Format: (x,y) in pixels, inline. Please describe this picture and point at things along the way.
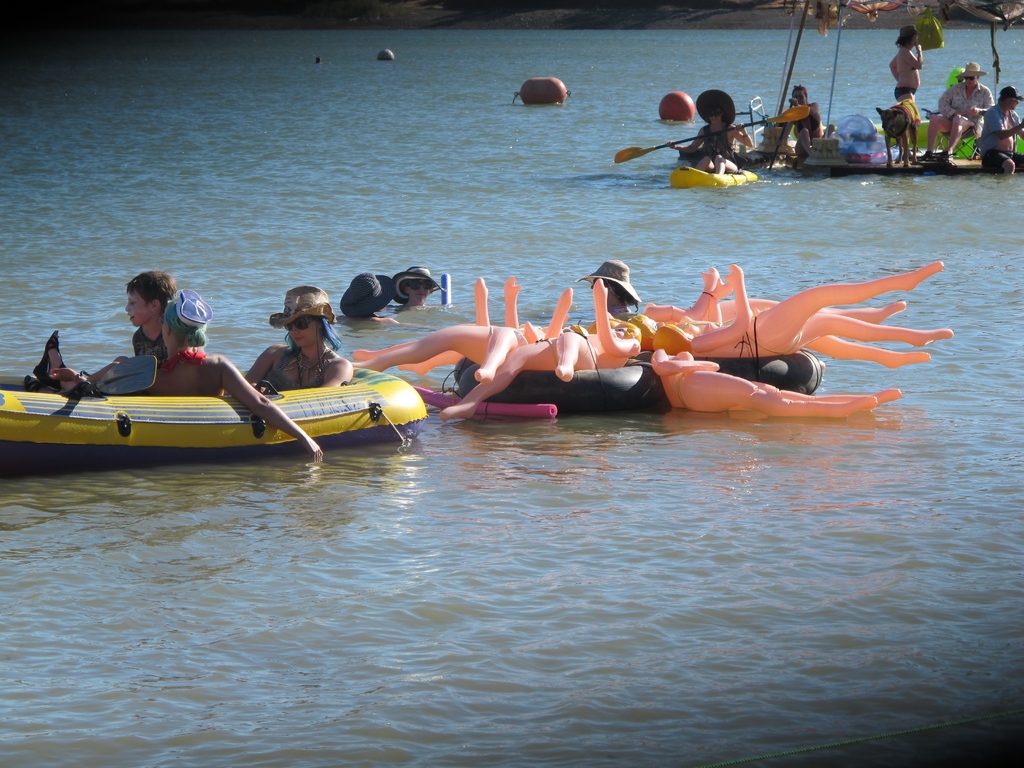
In this image we can see some group of persons (336,355) sitting in a boat (187,404), some persons (213,387) holding paddles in their hands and there are some plastic toys (745,393) in boats (606,387) and some balls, persons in water (483,227).
